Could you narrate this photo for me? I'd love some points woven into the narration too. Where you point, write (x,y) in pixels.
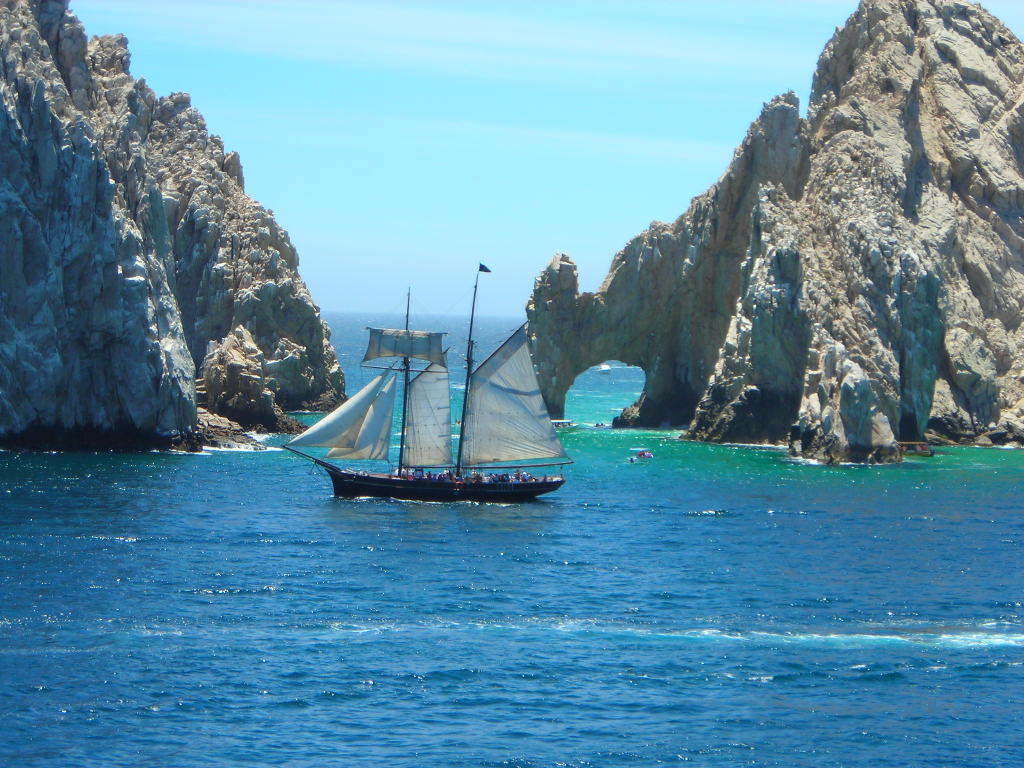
In this image, I can see a boat (431,451) moving on the water (405,650). On the left (166,226) and right side of the image (843,309), these look like the hills (248,301). At the top of the image (420,153), I can see the sky (580,111).
